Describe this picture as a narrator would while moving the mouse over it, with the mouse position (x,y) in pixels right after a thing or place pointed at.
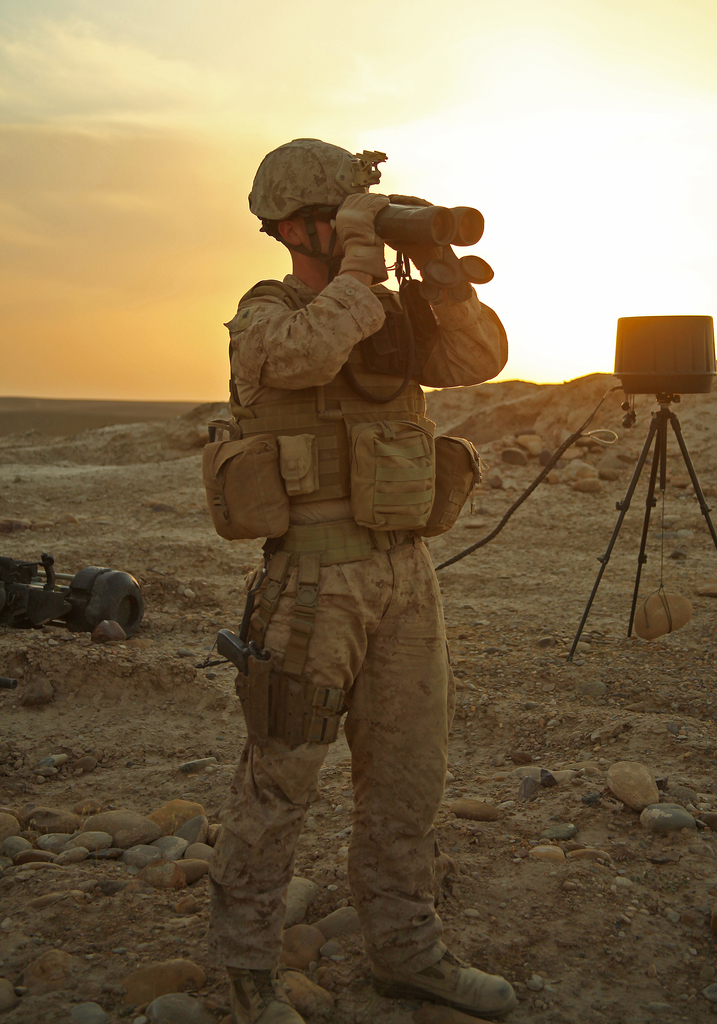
In the picture I can see one person (405,204) is standing and looking through binoculars (458,265). I can see sky (168,260) with sunshine (468,247) at the top of the person (245,315).
